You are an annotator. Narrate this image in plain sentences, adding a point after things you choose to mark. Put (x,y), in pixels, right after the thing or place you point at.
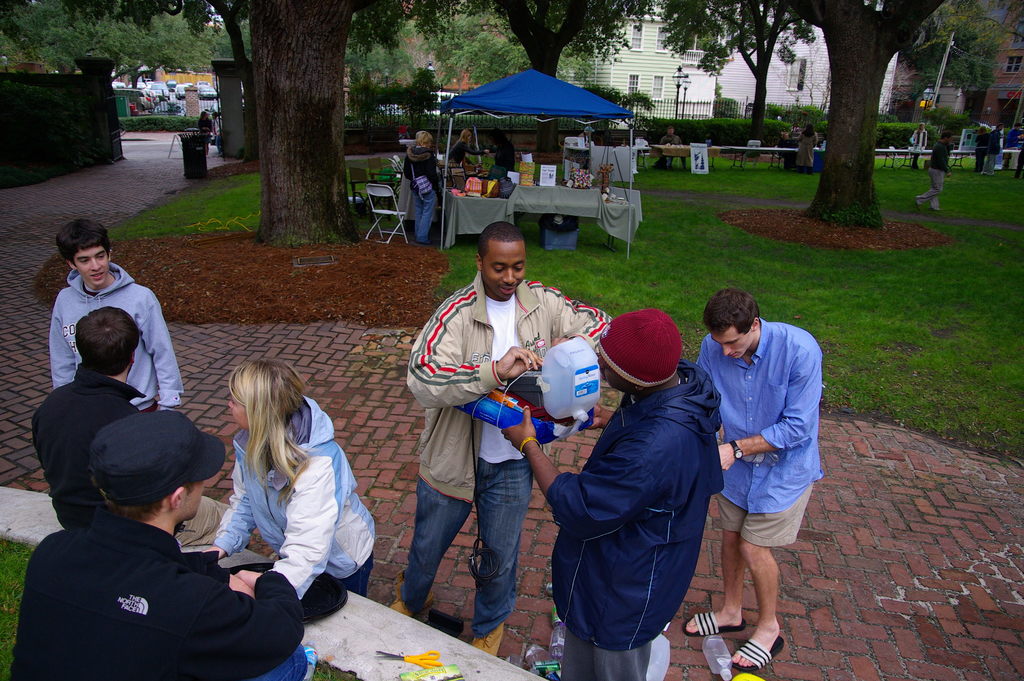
In this image I can see group of people (579,591) some are sitting and some are standing. The person (344,512) in front (321,502) is wearing white and blue color jacket (298,501) and blue color pant (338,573), the person (633,397) at right (741,374) is holding some object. Background (507,96) I can see a tent (505,83) in blue color and few objects (488,191) on the table (486,211), trees (334,48) in green color, buildings (643,73) in white and cream color.
